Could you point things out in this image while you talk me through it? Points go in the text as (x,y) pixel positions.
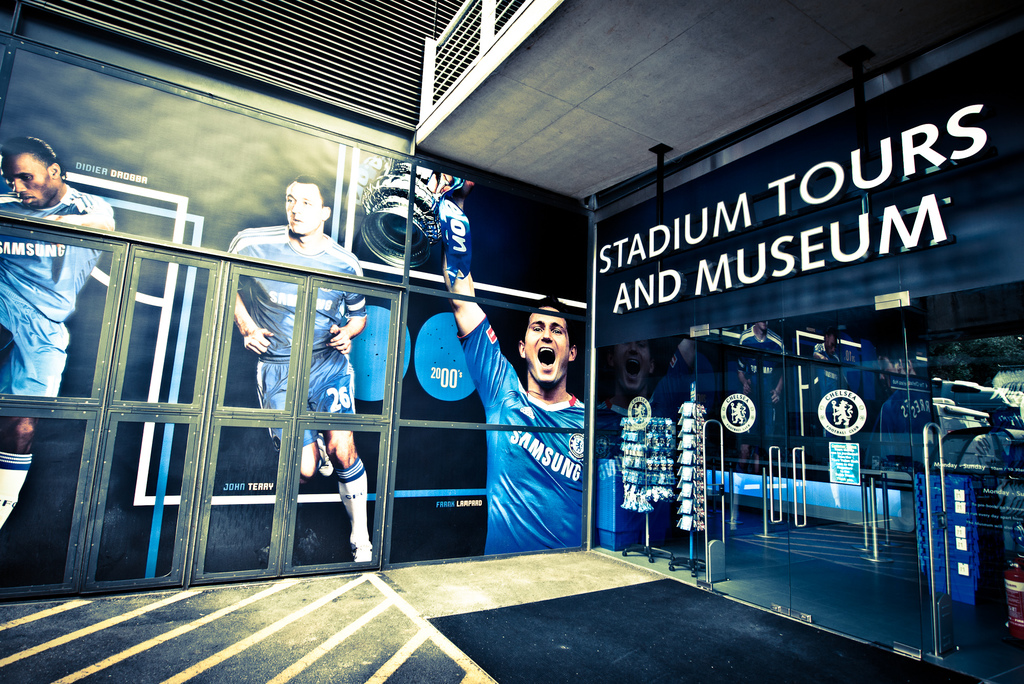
In this image I see the posters (259,178) over here on which there are pictures (310,199) of 3 persons (274,242) and I see that this man (516,383) is holding a trophy (392,197) is in his hand (439,188) and I see the doors (799,398) over here and I see the logos (728,424) on it and I see something is written over here and I see the path (410,631).
